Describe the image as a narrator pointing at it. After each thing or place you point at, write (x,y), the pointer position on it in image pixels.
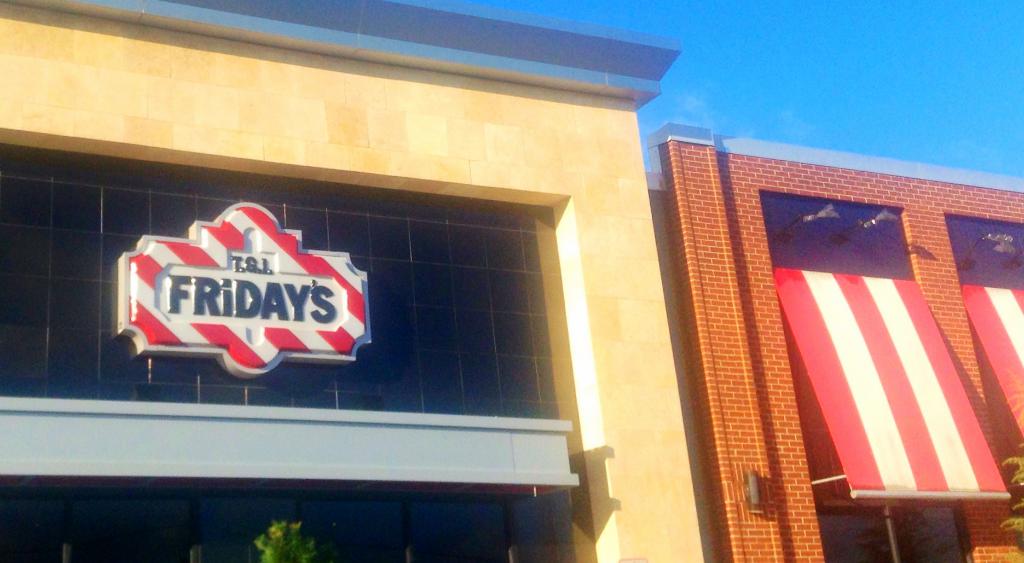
In this image in the center (602,337) there are two buildings (567,361) and some boards (357,292), at the bottom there are some trees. On the top of the image (800,45) there is sky (795,44).
